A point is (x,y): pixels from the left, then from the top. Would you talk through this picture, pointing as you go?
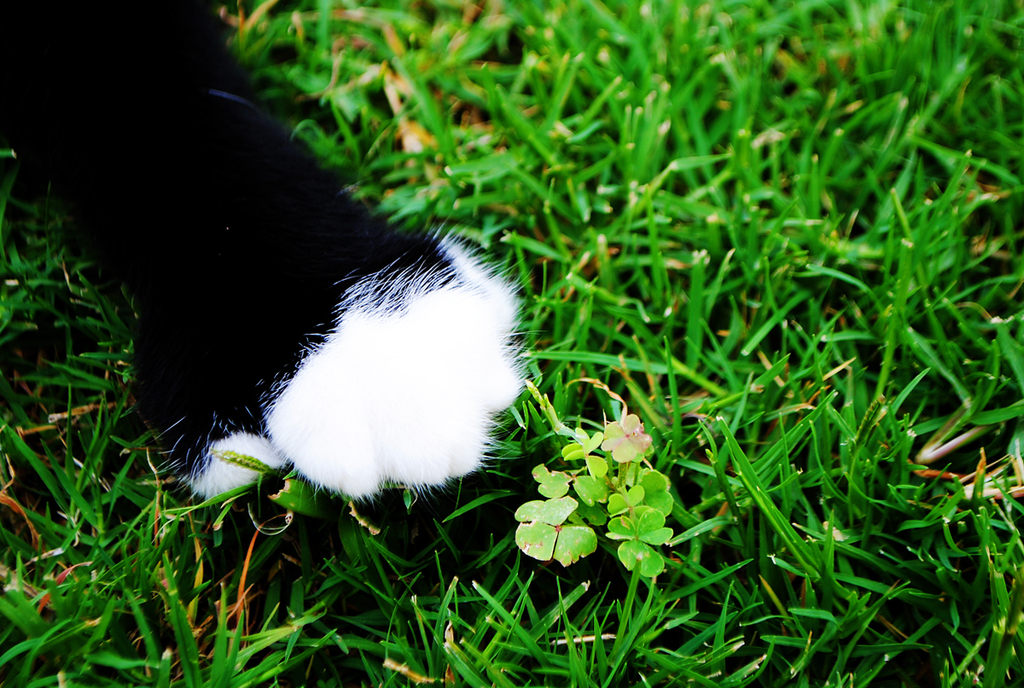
In this image, there is an animal hand (273,232) on the grass (313,604).
